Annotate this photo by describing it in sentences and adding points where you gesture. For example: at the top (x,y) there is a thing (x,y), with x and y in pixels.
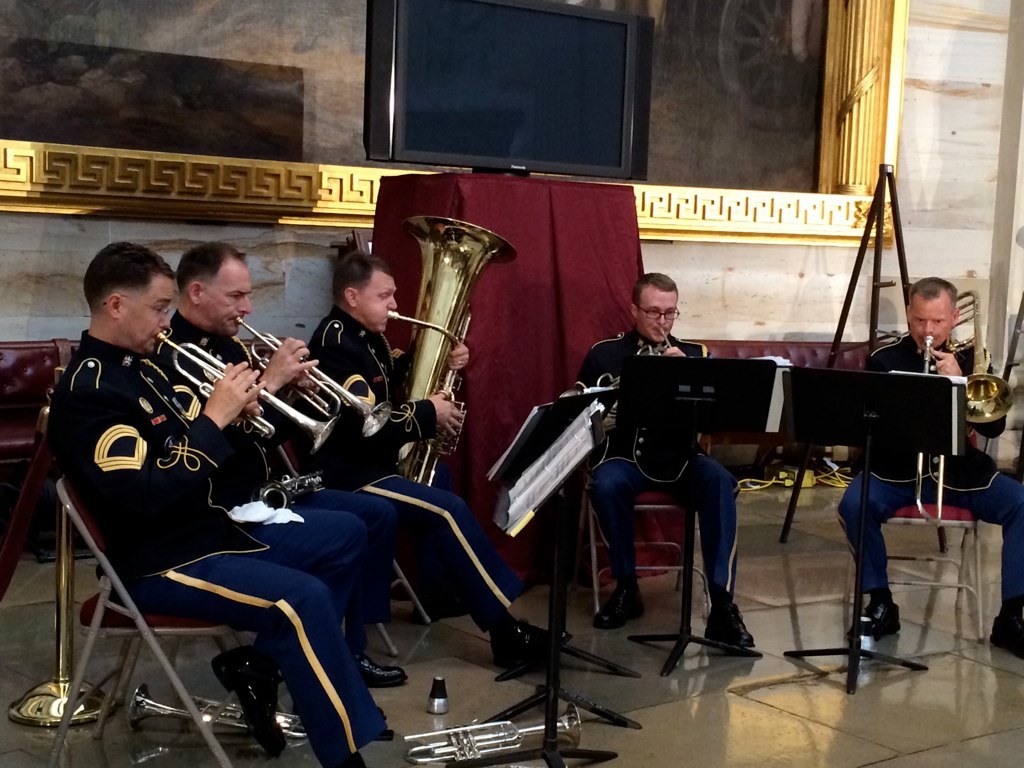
In the foreground of this image (654,431), there are five men (326,554) sitting on chair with musical instruments (427,306) in their hands (281,356) and also a book stand (552,504) in front of them. In the background (480,118), we see a big TV (525,140) and a wall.
